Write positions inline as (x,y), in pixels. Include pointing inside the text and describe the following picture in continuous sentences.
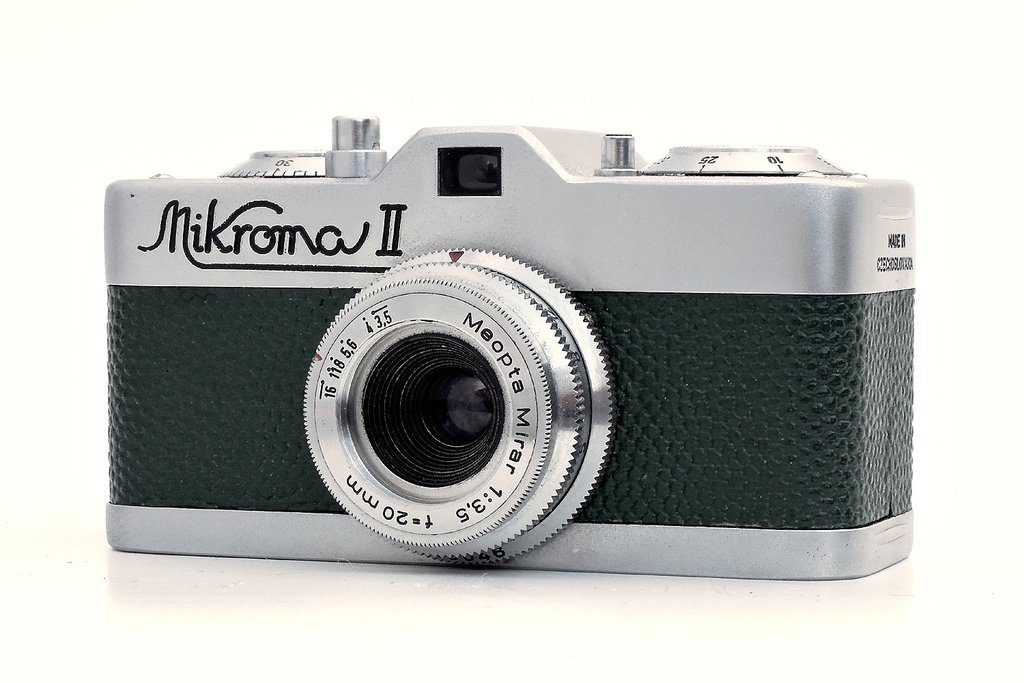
There is a camera (779,221) which is in gray and green color combination arranged on the white color floor (565,614). And the background (240,116) is white in color.
